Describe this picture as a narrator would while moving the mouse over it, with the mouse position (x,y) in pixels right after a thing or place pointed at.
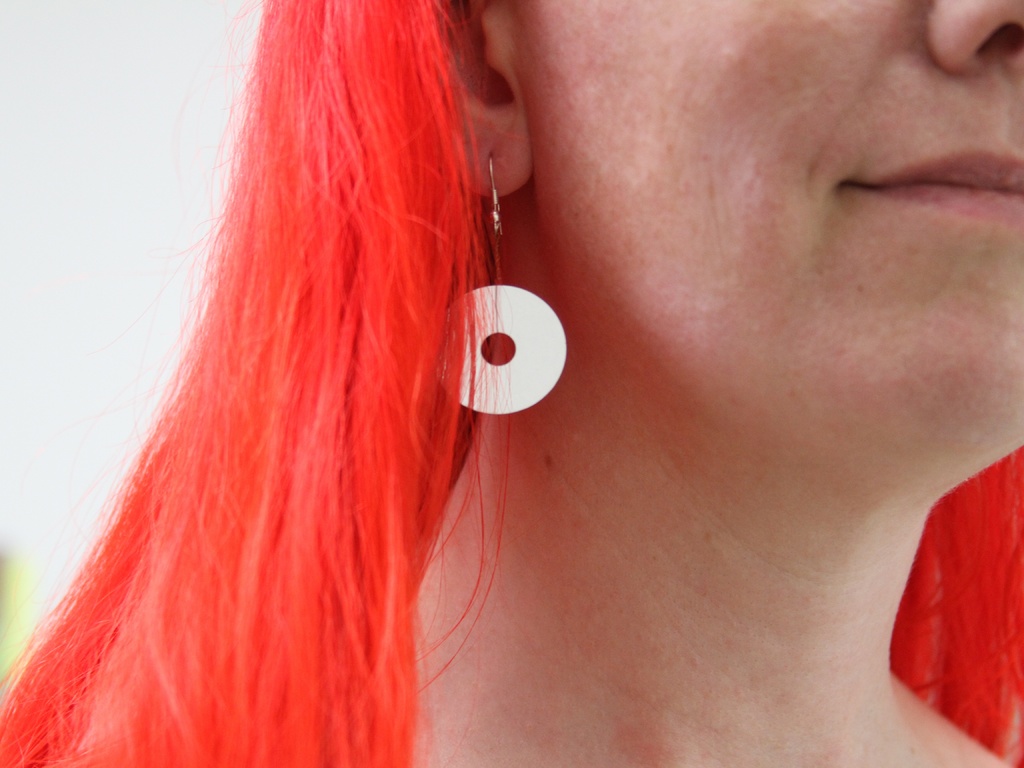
In this image there is a woman (519,484), she is wearing an earring (518,374), she has an orange color hair (332,325), the background of the image (76,148) is white in color.
